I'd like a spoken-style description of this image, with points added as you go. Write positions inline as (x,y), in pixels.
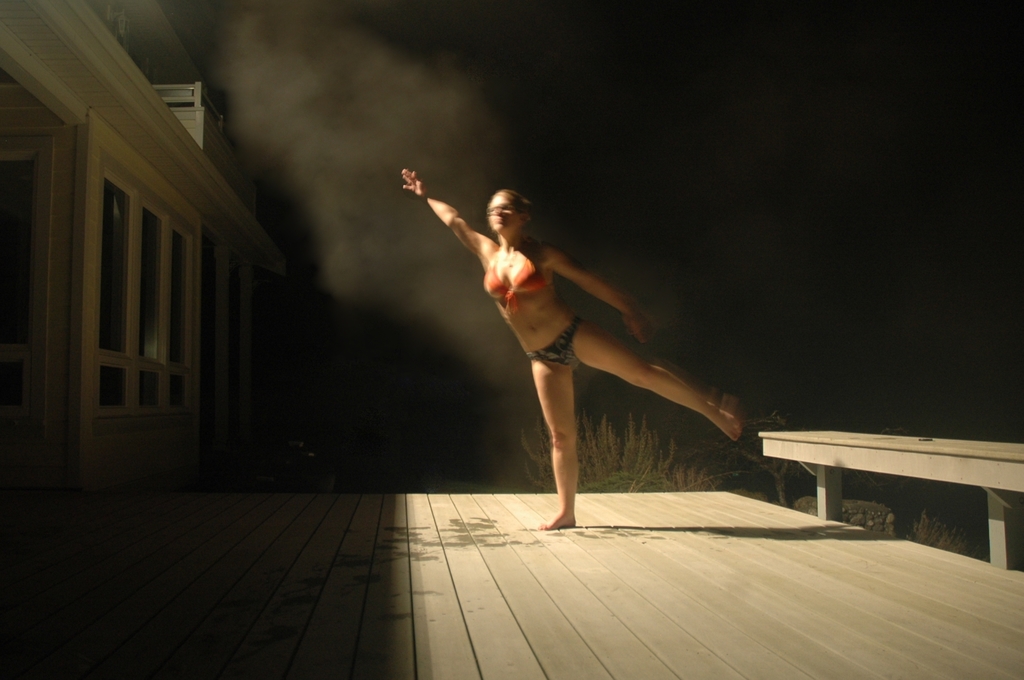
In this image, we can see a woman (586,337) standing, at the left side (179,314) there is a house (192,320), there is a dark background (880,203).
